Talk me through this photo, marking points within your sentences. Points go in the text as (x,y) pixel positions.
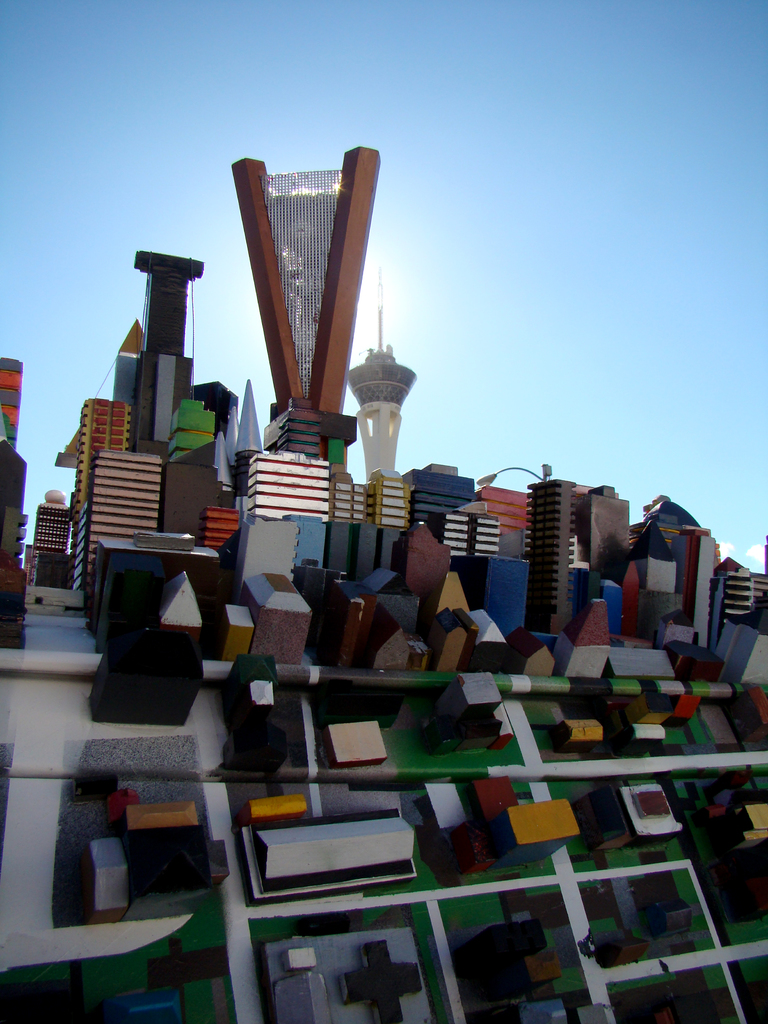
It looks like a miniature (487,787), there are different structures (490,693) on this. At the top (673,187) it's a sky (667,190).
